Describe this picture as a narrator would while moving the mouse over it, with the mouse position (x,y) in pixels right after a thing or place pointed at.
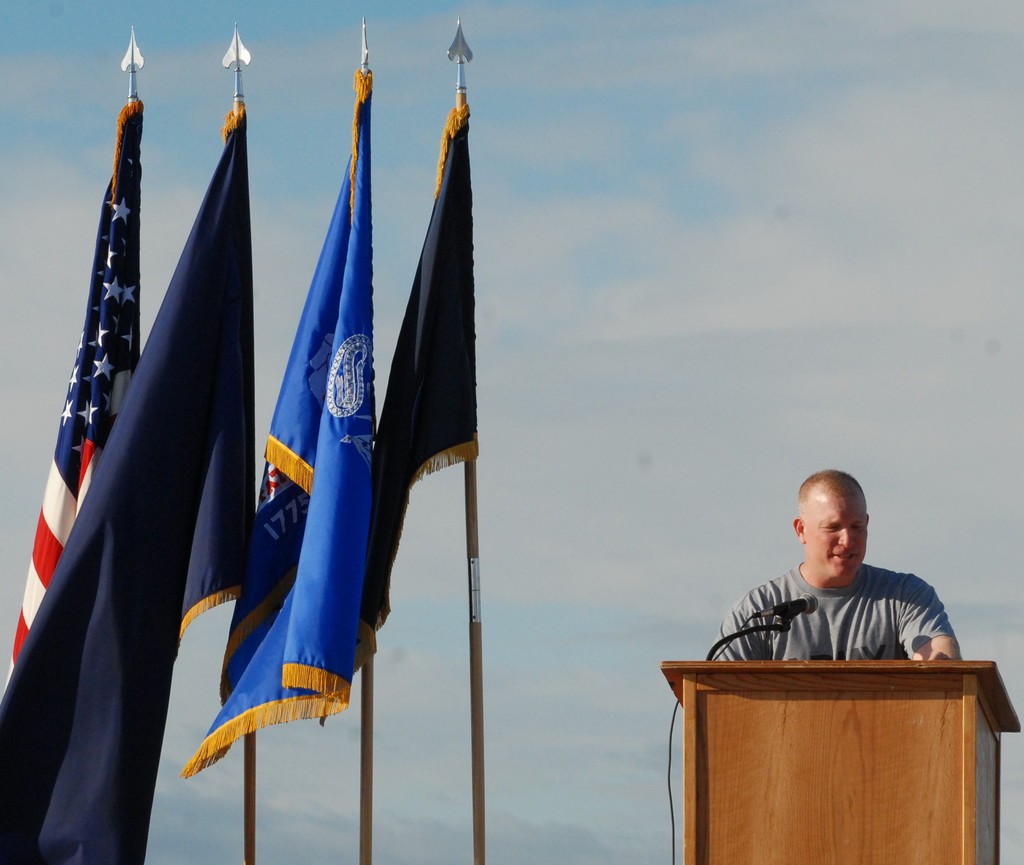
This person (803,537) is standing. In-front of this person (800,639) there is a podium (944,861) with mic (794,606). These are flags (399,436) line by line. This is a pole (468,504).
